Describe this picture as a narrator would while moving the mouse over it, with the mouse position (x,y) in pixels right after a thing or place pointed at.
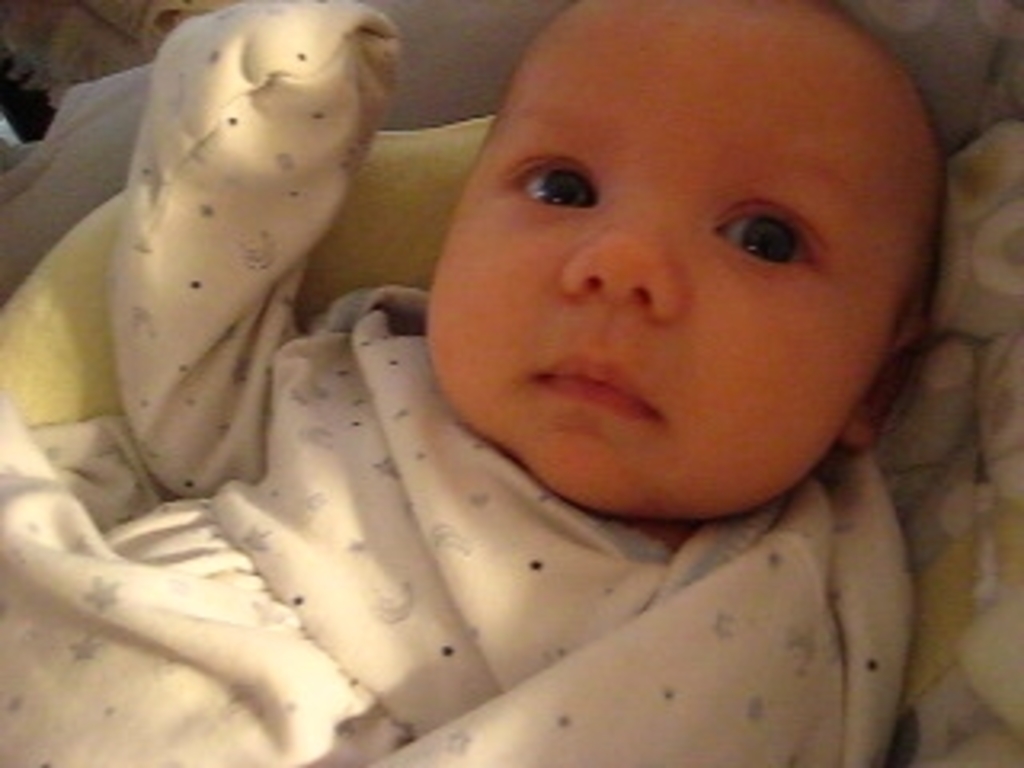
In the image there is a baby (565,368) sitting inside a cradle (1002,570) in white dress (399,533).
